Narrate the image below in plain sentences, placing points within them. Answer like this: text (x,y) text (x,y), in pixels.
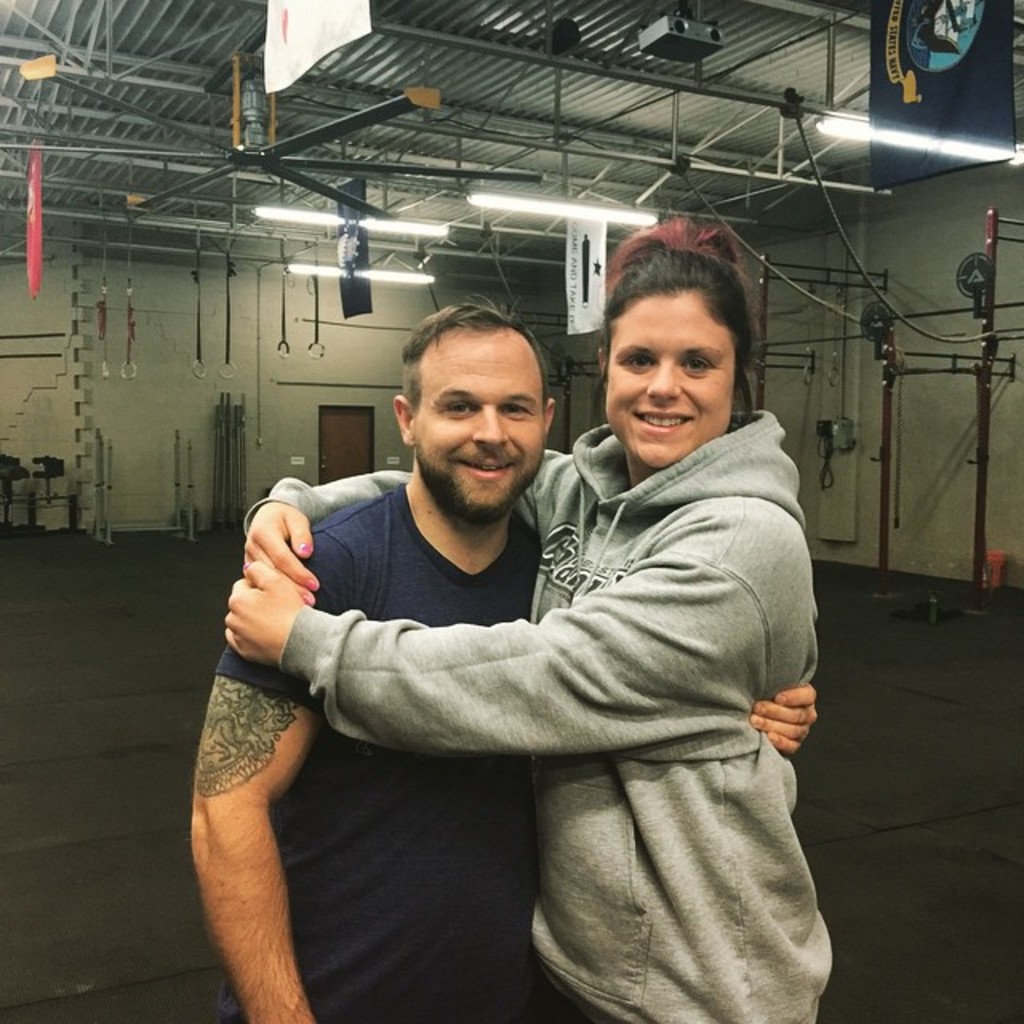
In this image there are two persons (495,650), there is a wall (309,406), there is the door (323,412), there is a roof (545,77), there are flags (349,36), there is a projector (680,37), there is fan (325,158), there are objects (866,331) towards the right of the image (887,365), there are lights (552,199).
